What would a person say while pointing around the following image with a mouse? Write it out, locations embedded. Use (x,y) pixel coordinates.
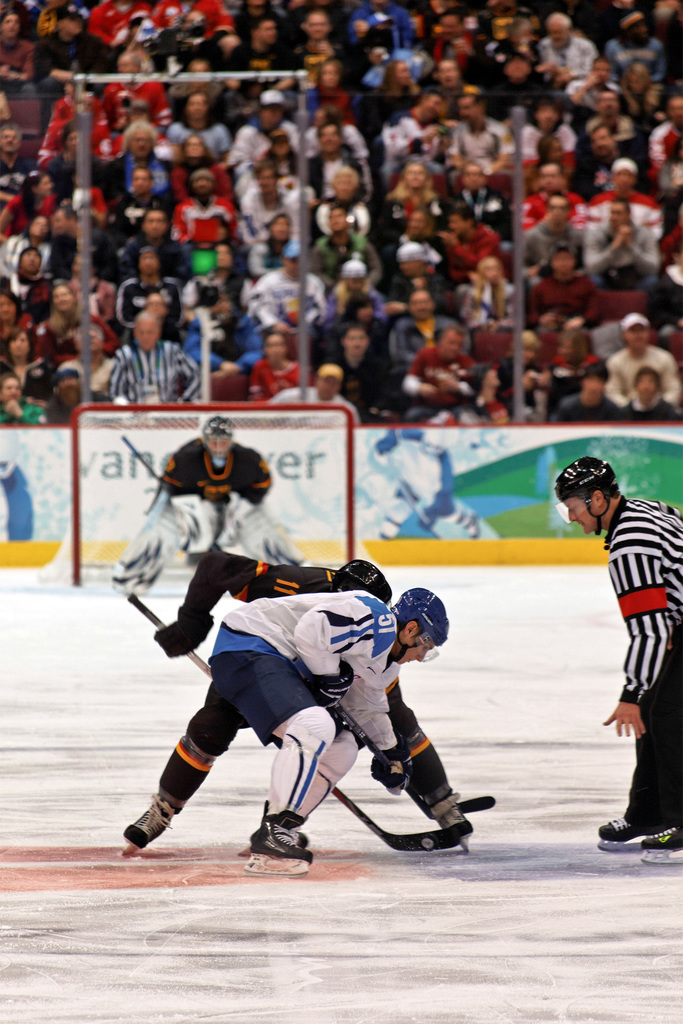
In this image I can see group of people (305,596) playing game. The person (306,639) in front (302,611) wearing white jacket (313,604), blue color short (282,664). Background (541,472) I can see few boards (436,433) attached to the pole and group of people (327,83) sitting.
